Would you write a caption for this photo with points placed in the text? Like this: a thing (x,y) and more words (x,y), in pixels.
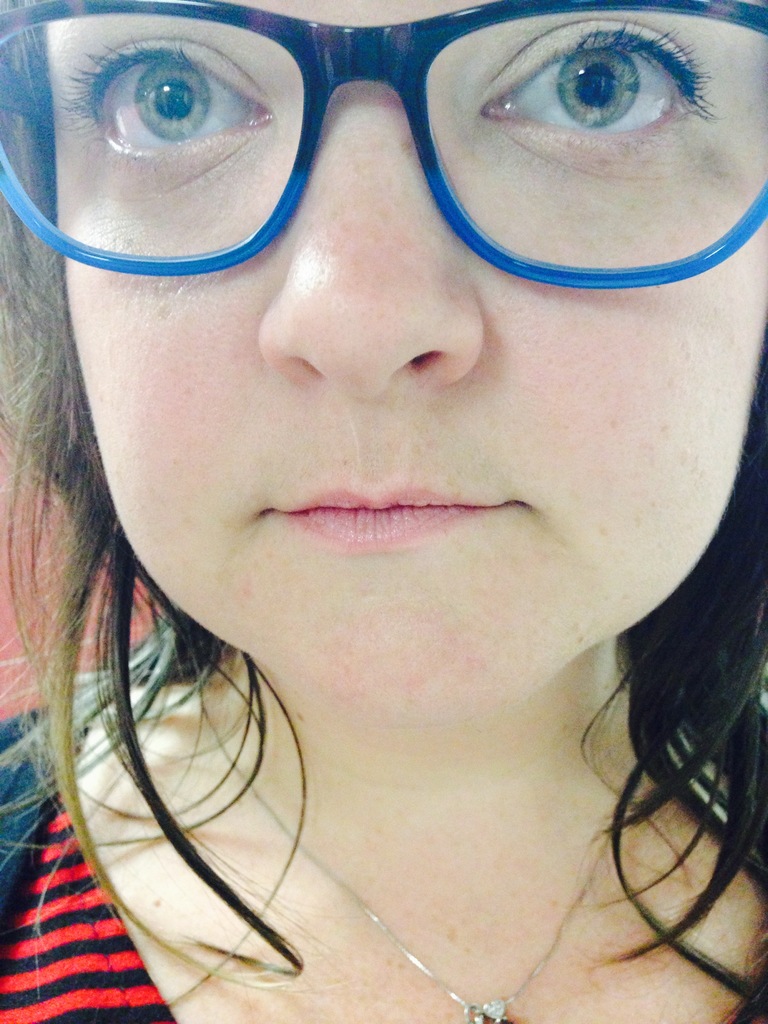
This image consists of a woman (274,898) wearing a red dress (125,947). She is also wearing blue colored spectacles (609,271).
